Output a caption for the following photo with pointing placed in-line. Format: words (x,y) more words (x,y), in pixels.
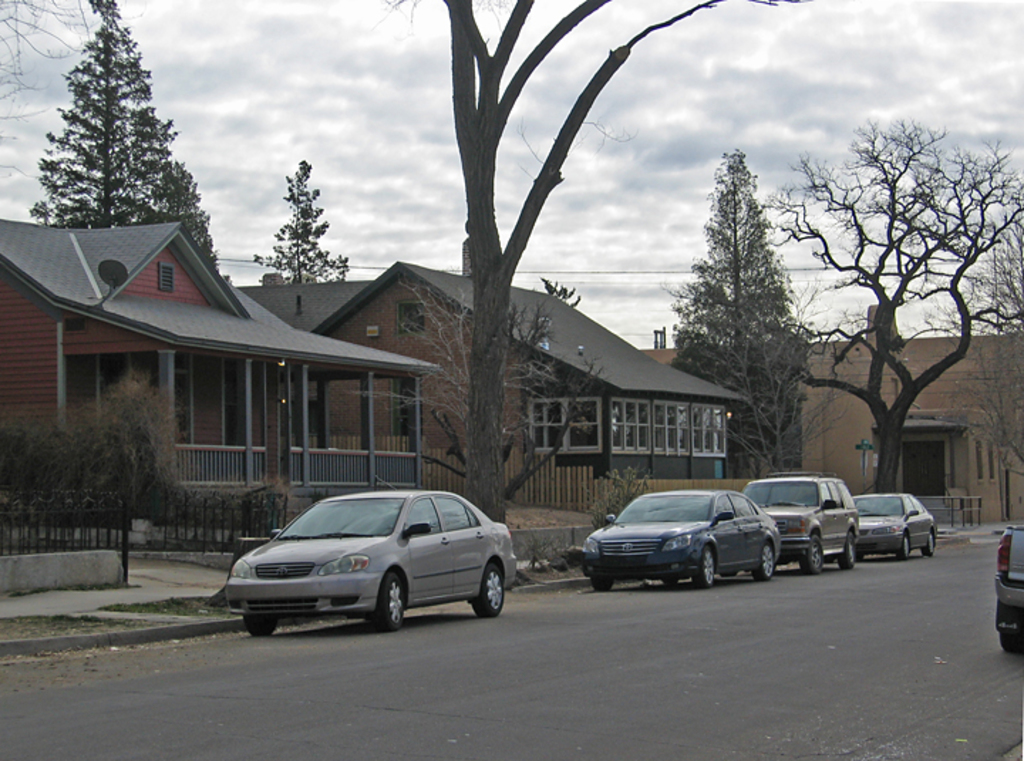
In the image we can see there are many vehicles (438,507) on the road (678,593). We can even see there are houses (866,362) and trees (891,354). Here we can see the fence (67,513), plant (120,450), electric wires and the cloudy sky (413,164).
